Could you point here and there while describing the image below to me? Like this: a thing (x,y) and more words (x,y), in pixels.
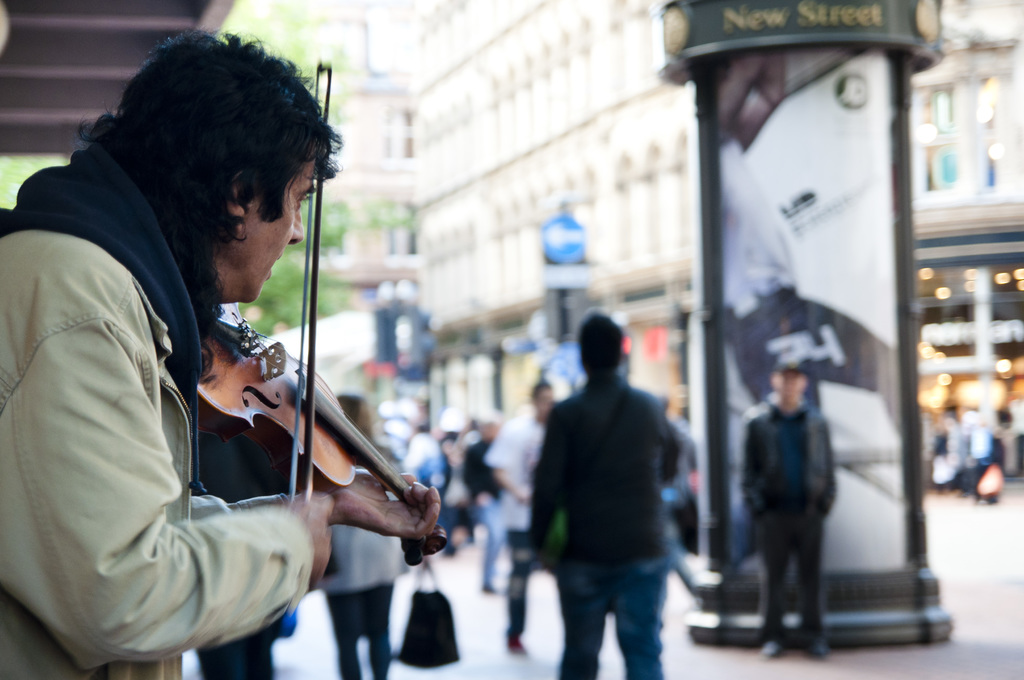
In this picture we can see some people (799,521) standing on the road (952,613). Here, there is a person (238,516) playing the violin (335,476). And on the background (535,230) there is a building (490,217) and this is the tree (292,19).
